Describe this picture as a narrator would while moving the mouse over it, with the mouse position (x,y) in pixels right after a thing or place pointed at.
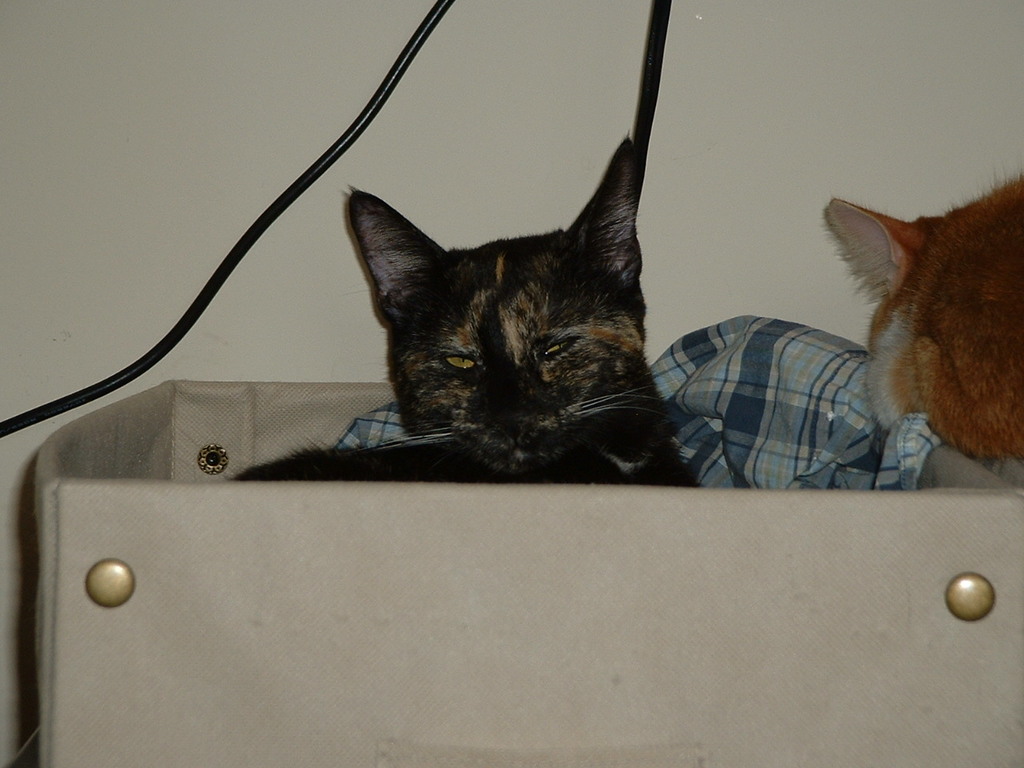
In this picture I can see there is a cat (529,432) sitting in a box (978,556) and there is a shirt (848,395) in it. On to right (956,279) there is another cat (942,272) and there is a cable (654,34) in the backdrop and there is a wall (853,59) in the backdrop (29,272).
